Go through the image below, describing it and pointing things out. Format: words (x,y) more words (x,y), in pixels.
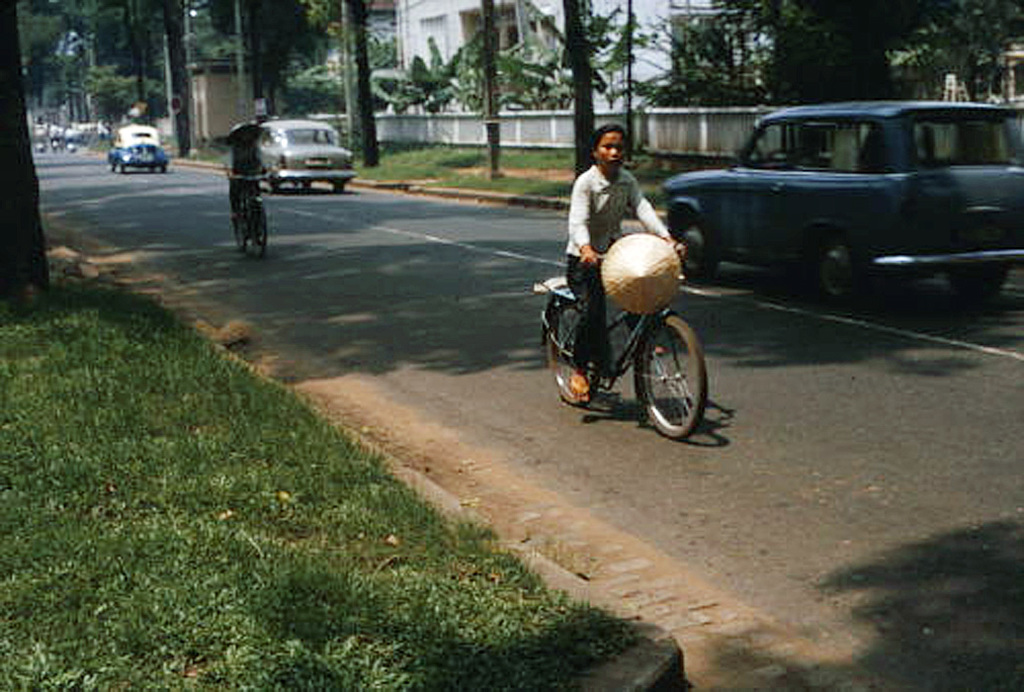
On the road (458,388) there are some cars (746,193). And two people (237,188) are riding bicycle (668,375). And to the left side (159,540) there is a grass (132,564). And in the background (490,51) there are some trees (494,57) and buildings (417,49).
